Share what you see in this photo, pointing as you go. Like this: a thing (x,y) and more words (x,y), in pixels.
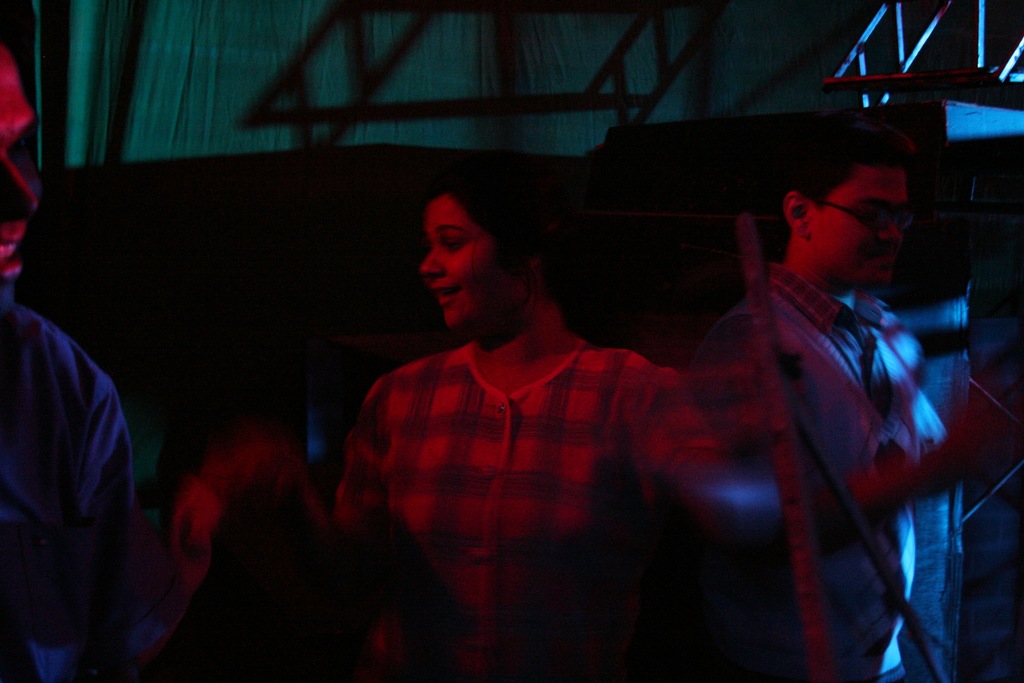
In this image in front (865,637) there are three persons (544,429) standing on the floor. On the backside (510,16) there are curtains (238,70) and a few other objects (195,210).
